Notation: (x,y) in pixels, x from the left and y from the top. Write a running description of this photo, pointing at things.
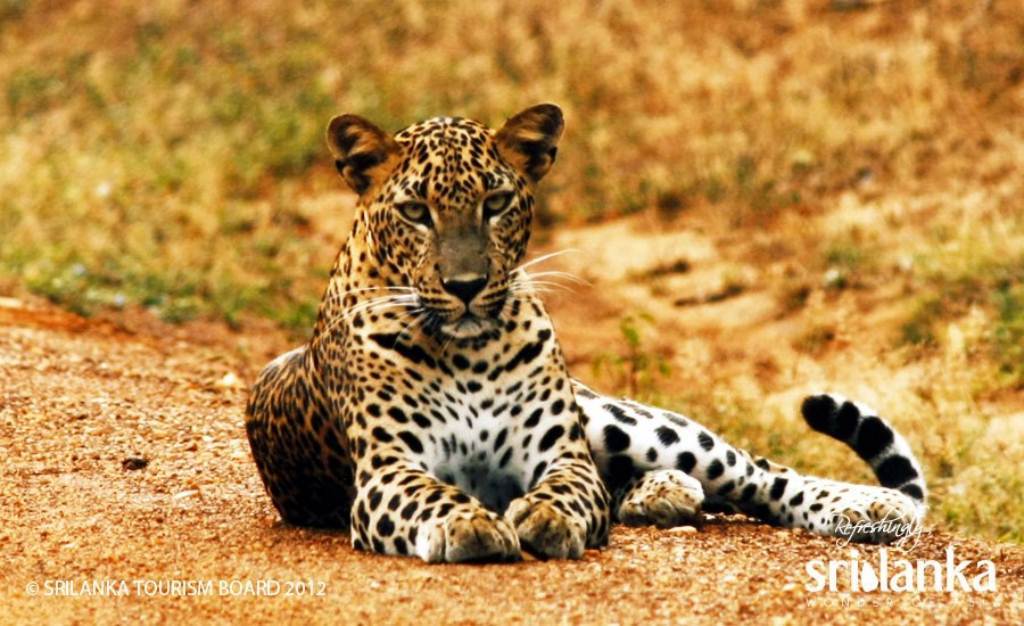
In this picture we can see leopard (505,405) sitting on the surface (417,564). In the background of the image (758,154) it is blurry. At the bottom of the image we can see text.
